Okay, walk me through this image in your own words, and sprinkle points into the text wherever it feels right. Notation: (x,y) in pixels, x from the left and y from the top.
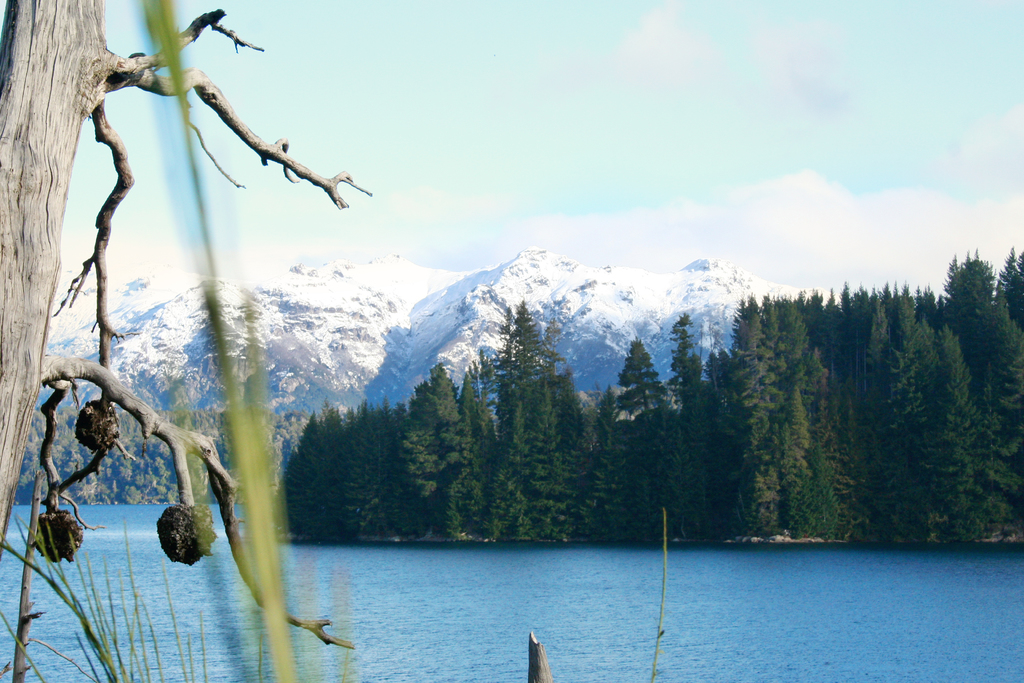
In this image we can see the trees (326,472), mountains (349,382) and also the sky (630,90) with some clouds (684,56). At the bottom (573,594) we can see the water (624,616).
